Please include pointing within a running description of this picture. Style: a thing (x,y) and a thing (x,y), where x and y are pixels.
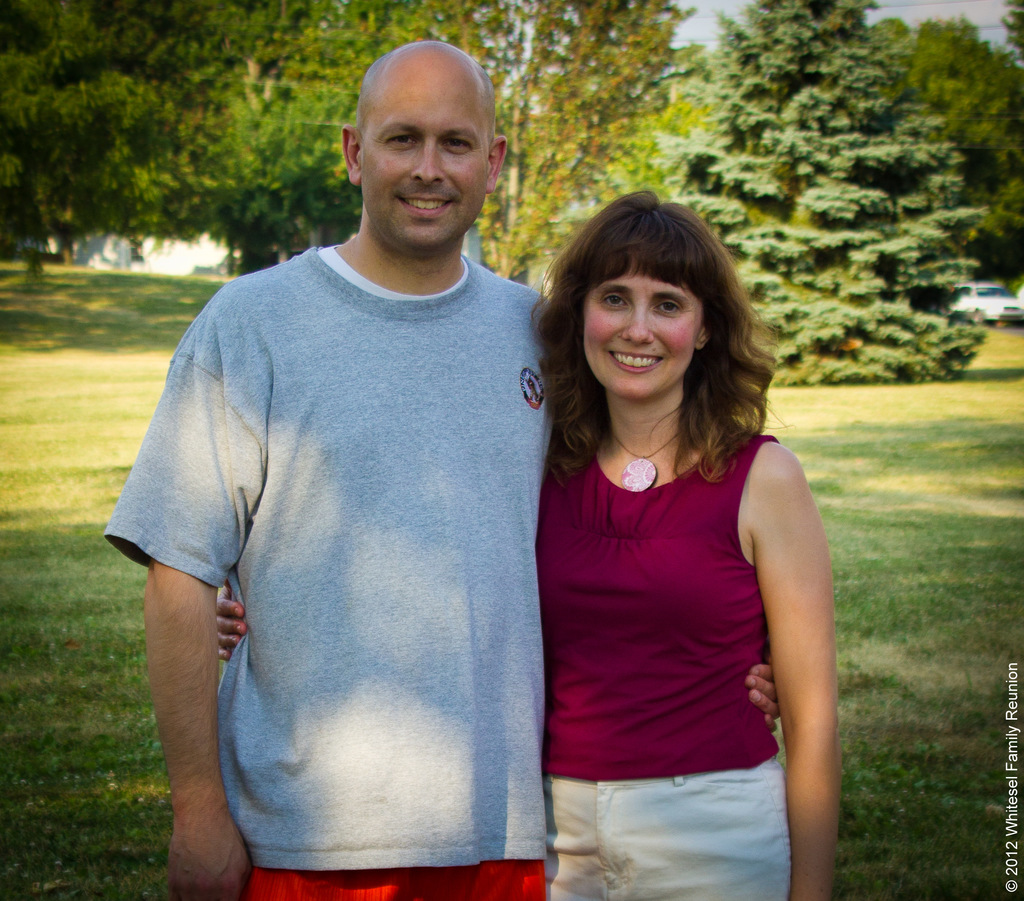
In this image in the foreground (399,557) there is one man (436,521) and one woman (671,464) standing and smiling. And in the background (622,126) there are trees (828,147), vehicle (966,296) and wall (101,256). At the bottom (950,860) there is grass (859,706), and on the right side (1014,697) there is text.
